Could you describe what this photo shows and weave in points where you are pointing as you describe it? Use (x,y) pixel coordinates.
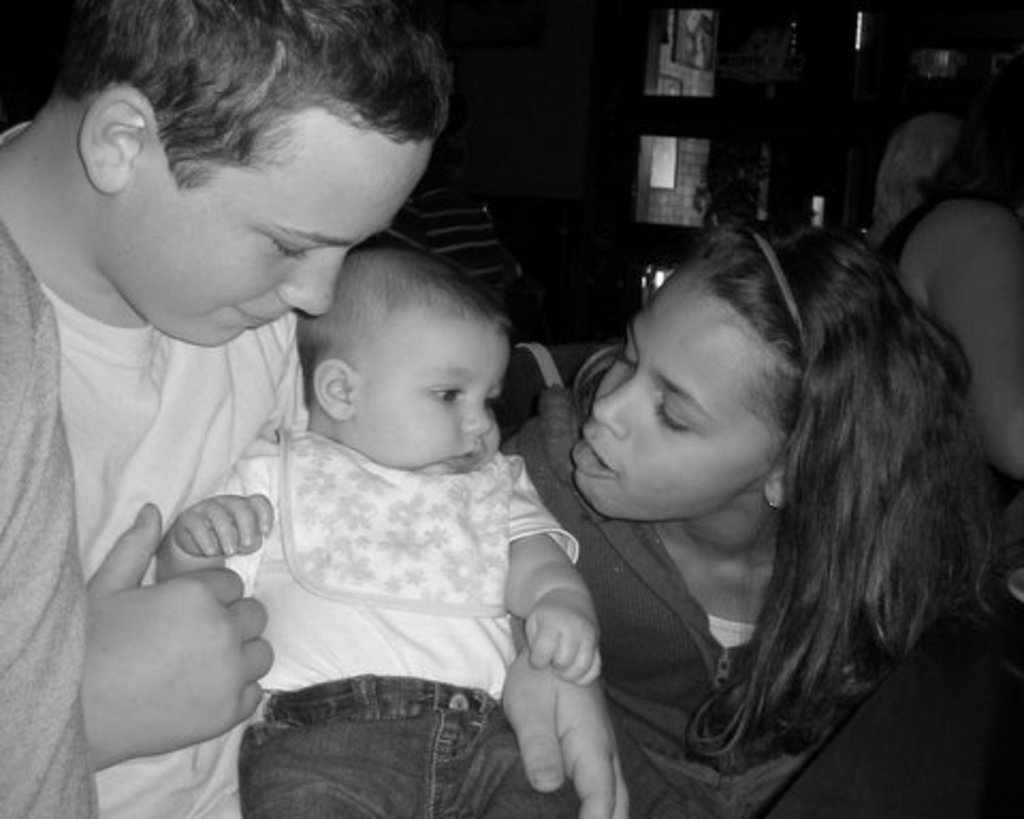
Here a boy (91,334) is holding the baby (466,552), on the right side (761,490) a girl (738,541) is talking with the baby (520,539).
